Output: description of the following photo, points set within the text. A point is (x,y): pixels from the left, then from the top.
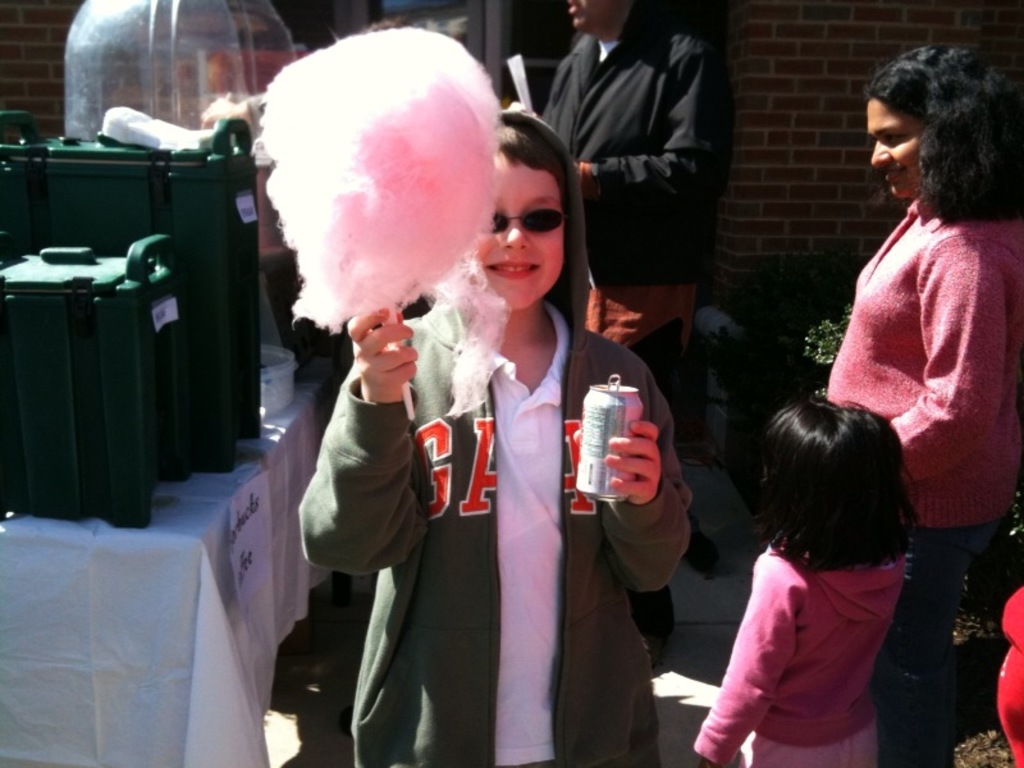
In the foreground of the picture (484,702) we can see a person (537,402) holding cotton candy (416,242) and tin (602,386). On the left (178,576) there is a table (183,524), on the table (139,711) there are boxes (233,380). On the right (921,343) there are women (952,359) and a child (829,577). In the background (640,85) there is a person (623,128) in black jacket (640,104) and there are plant (819,323), wall (751,30) and door (498,41).
